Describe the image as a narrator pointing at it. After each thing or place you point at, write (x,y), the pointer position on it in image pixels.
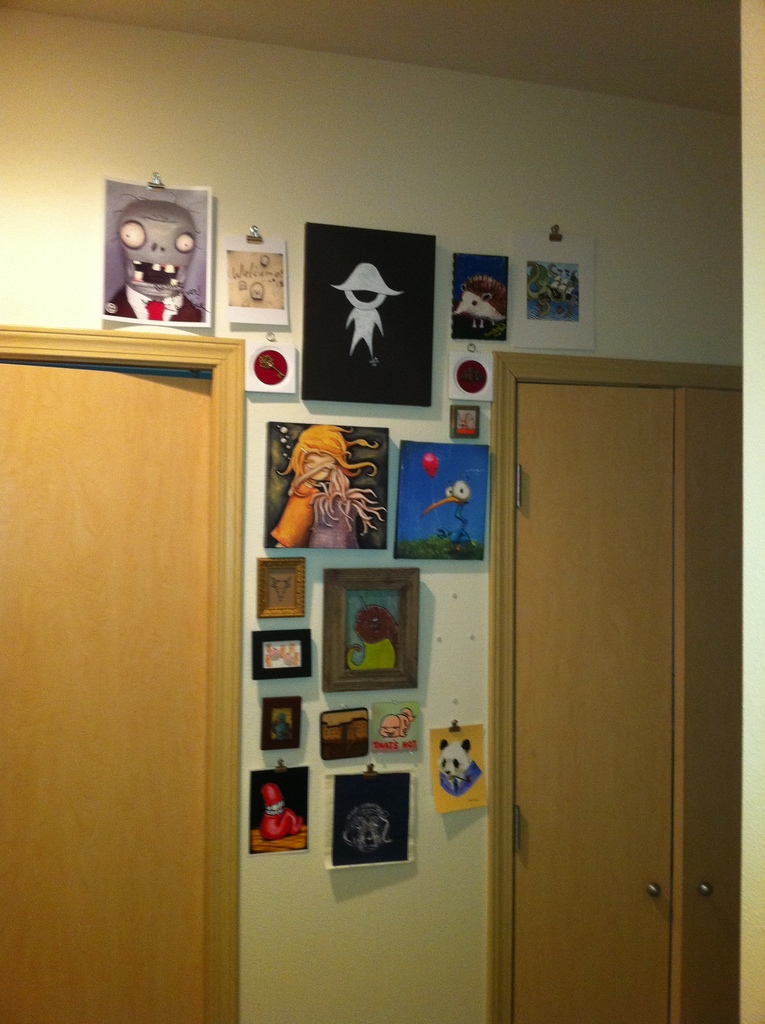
This is an inside view of a room (223,898). On the right (628,690) and left sides of the image I can see the doors (603,729). Between the doors (94,465) few frames (324,494) and posters (241,291) are attached to the wall (306,143).
